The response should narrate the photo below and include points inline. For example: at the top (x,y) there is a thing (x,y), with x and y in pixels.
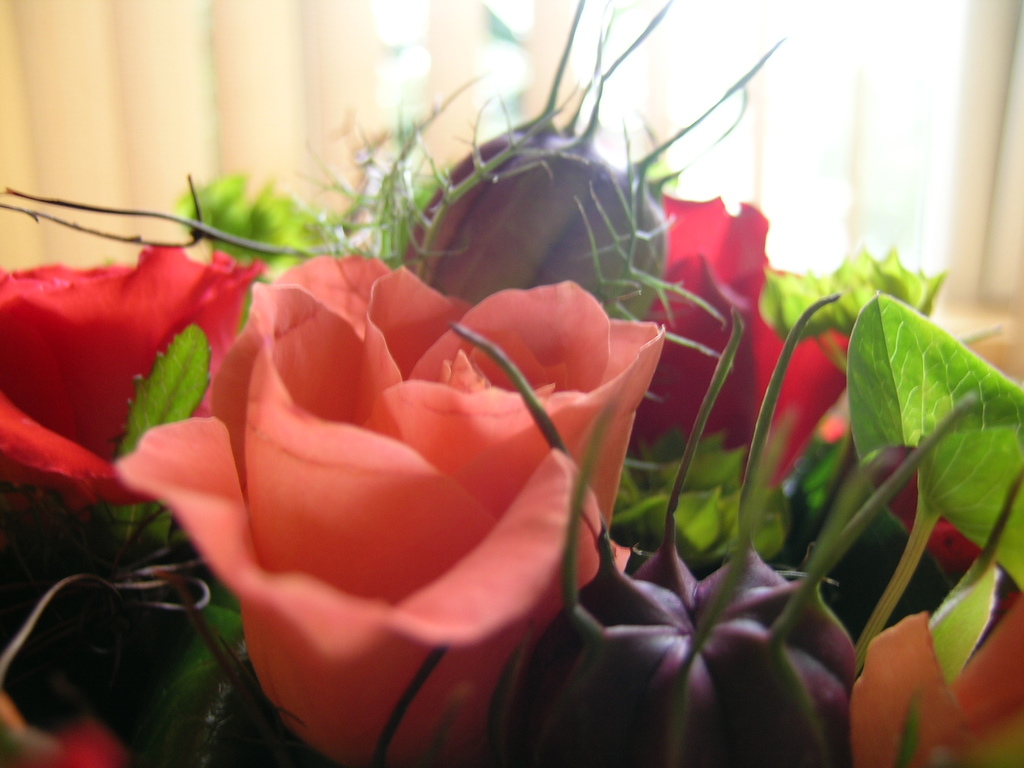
In this image we can see a peach color rose (372,593) and some flowers (111,411).
